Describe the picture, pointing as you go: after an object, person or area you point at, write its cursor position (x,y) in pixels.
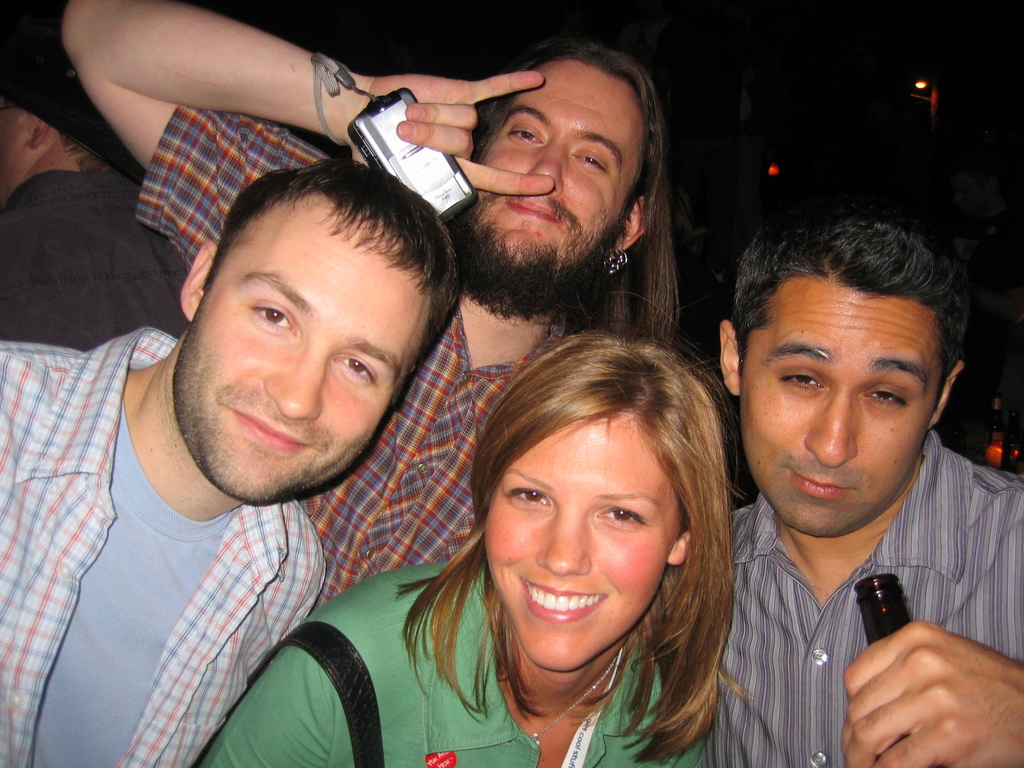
Here in this picture we can see a group of people (173,525) standing over there and the person (869,518) on the right side (879,519) is holding a bottle (888,580) in his hand (956,759) and the person (487,266) in the middle (487,266) is holding a camera (413,161) in his hand (421,124) and we can see all of them are smiling.
